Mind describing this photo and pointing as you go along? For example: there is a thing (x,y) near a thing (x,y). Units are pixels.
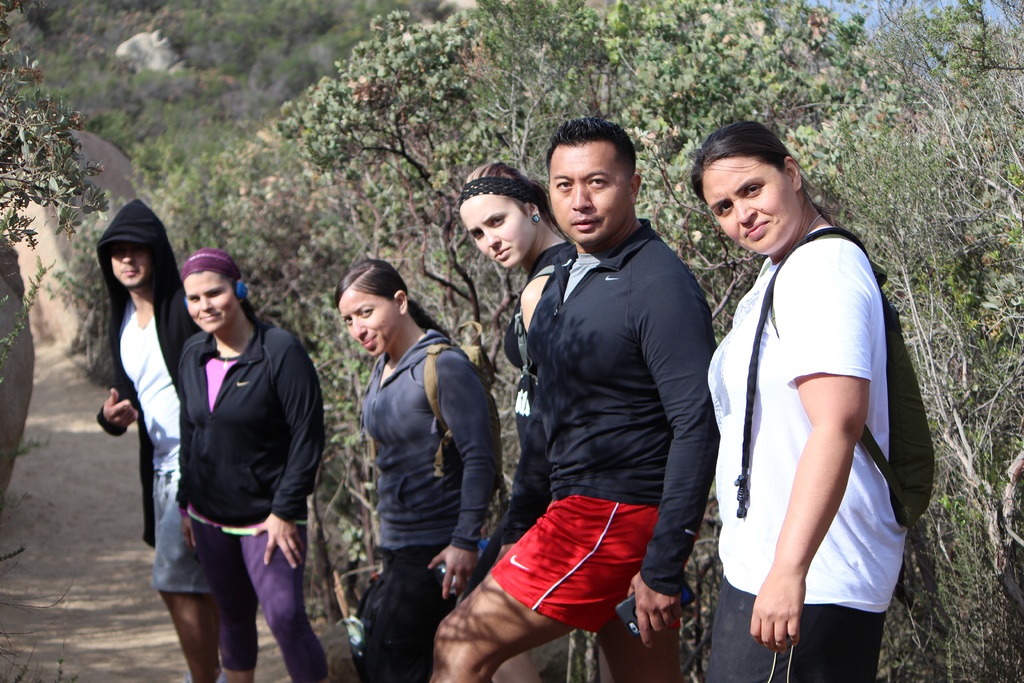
In this image, we can see people (584,350) wearing coats (531,341) and some are wearing bags (495,452) and holding objects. In the background (322,195), there are trees (203,133) and rocks (68,255). At the bottom (68,605), there is ground (64,636).
